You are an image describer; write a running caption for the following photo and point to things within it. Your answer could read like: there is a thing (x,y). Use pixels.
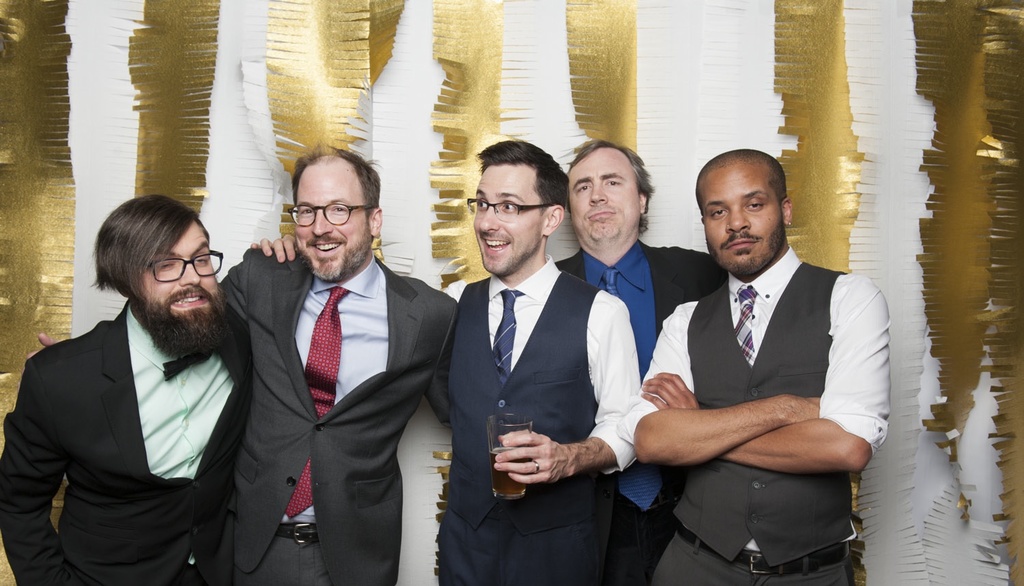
In the background (548,52) we can see decoration (501,104) with golden and white papers (498,107). We can see men (505,204) standing. Among them three are wearing spectacles (481,214) and a man (492,236) in the middle (530,374) is holding a glass (506,418) with drink (518,483) in his hand (516,457).
